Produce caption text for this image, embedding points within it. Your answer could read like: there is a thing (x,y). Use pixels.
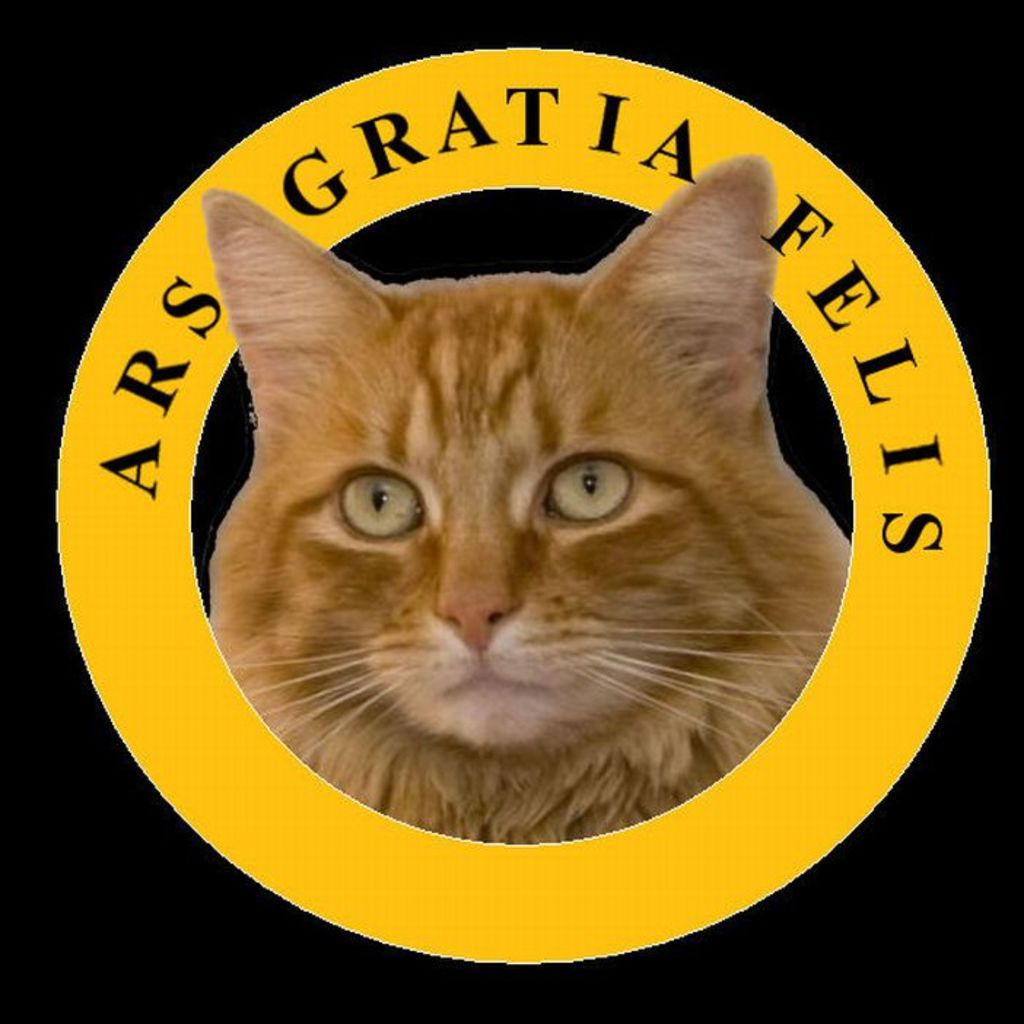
In this image I see a cat face (477,517) over here which is of cream and brown in color and I see few words (211,301) written and it is dark in the background (1007,939).
